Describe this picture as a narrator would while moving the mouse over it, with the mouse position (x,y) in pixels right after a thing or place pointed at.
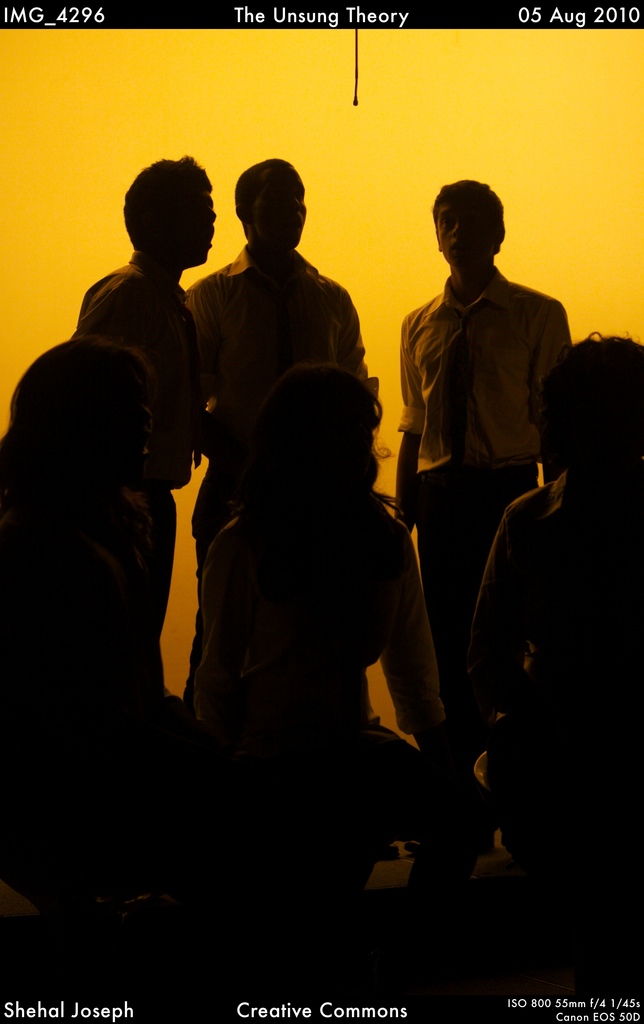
In the picture I can see these people (238,396) are standing here and these people (368,753) are sitting here and they are in the dark. The background of the image (73,131) is in yellow color, where we can see some watermarks (10,1016) at the top (36,3) and bottom of the image (10,1016).
